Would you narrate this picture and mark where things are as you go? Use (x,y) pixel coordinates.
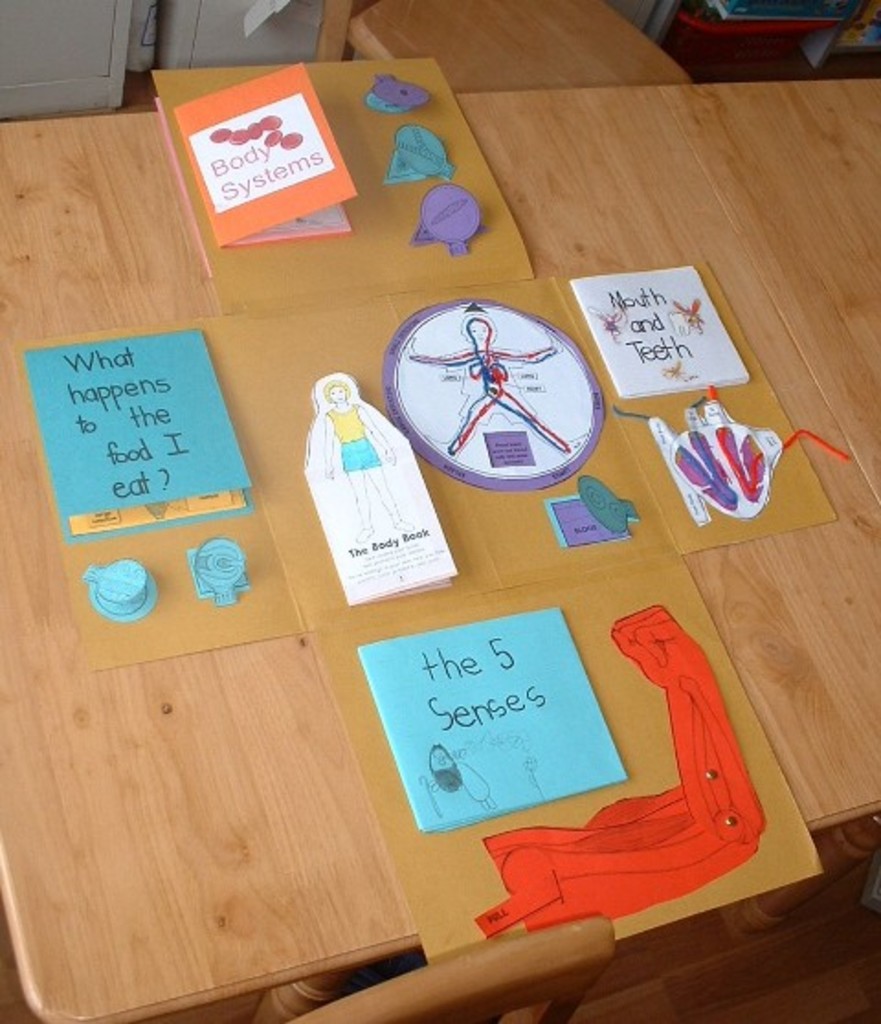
In this image there is a table (533,247), on which there is a chart (402,256), on it there are some papers (477,438), on it there is a text (427,555), drawing (335,392), there is artistic work (618,641), behind the table (681,121) there is a small cabinet (14,63), other objects (762,35) visible at the top (320,44).
